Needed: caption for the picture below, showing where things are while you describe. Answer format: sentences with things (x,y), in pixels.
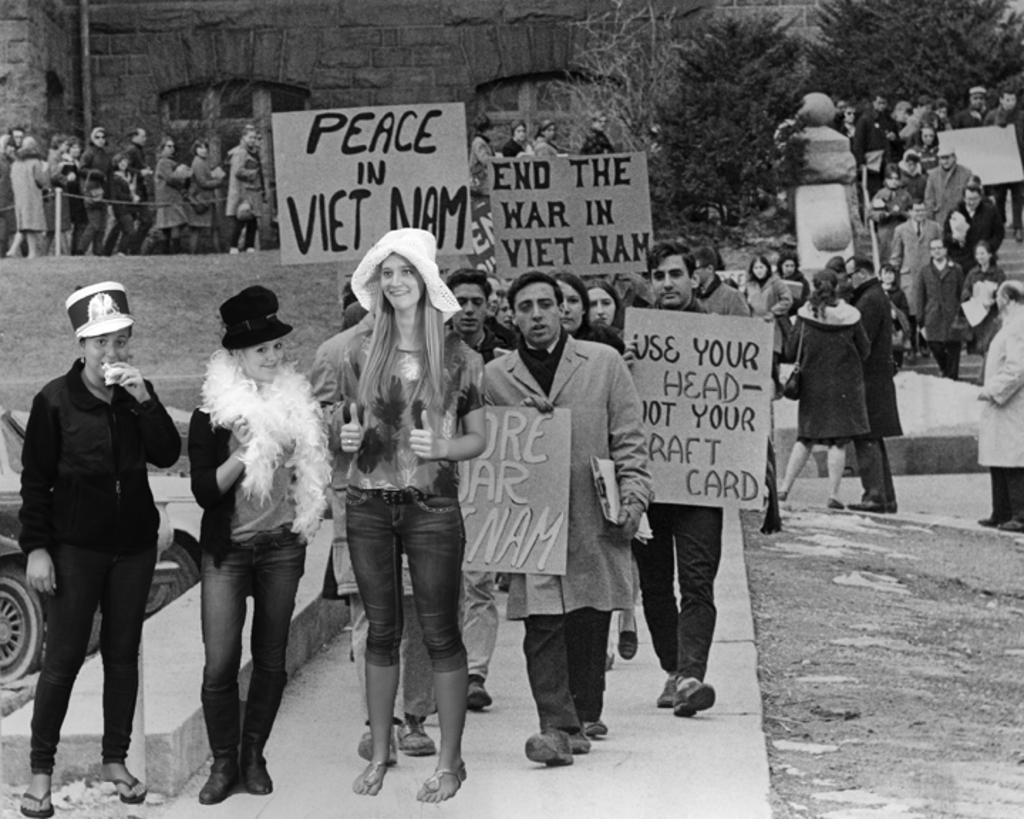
This image consists of many people (411,620) walking and holding placard (476,495). In the front (450,491), the woman (432,491) is wearing jeans (420,562) and white cap (433,267). To the left (10,558), there are cars (13,607). In the background (438,48), there are trees (654,44) along with a wall (322,35).
